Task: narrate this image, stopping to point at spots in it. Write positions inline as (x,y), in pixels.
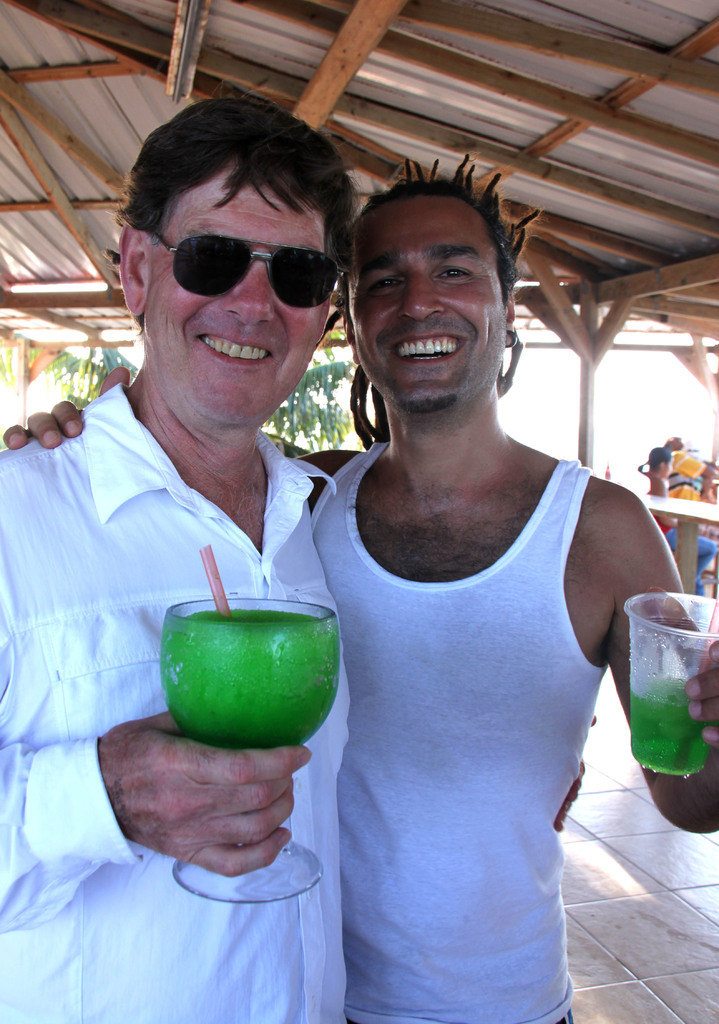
This picture describe about two men (273,449) standing in the middle of the image (321,584) holding green color juices glass (242,720), Smiling and giving a pose into the camera. Above we can see wooden shed (369,125).
